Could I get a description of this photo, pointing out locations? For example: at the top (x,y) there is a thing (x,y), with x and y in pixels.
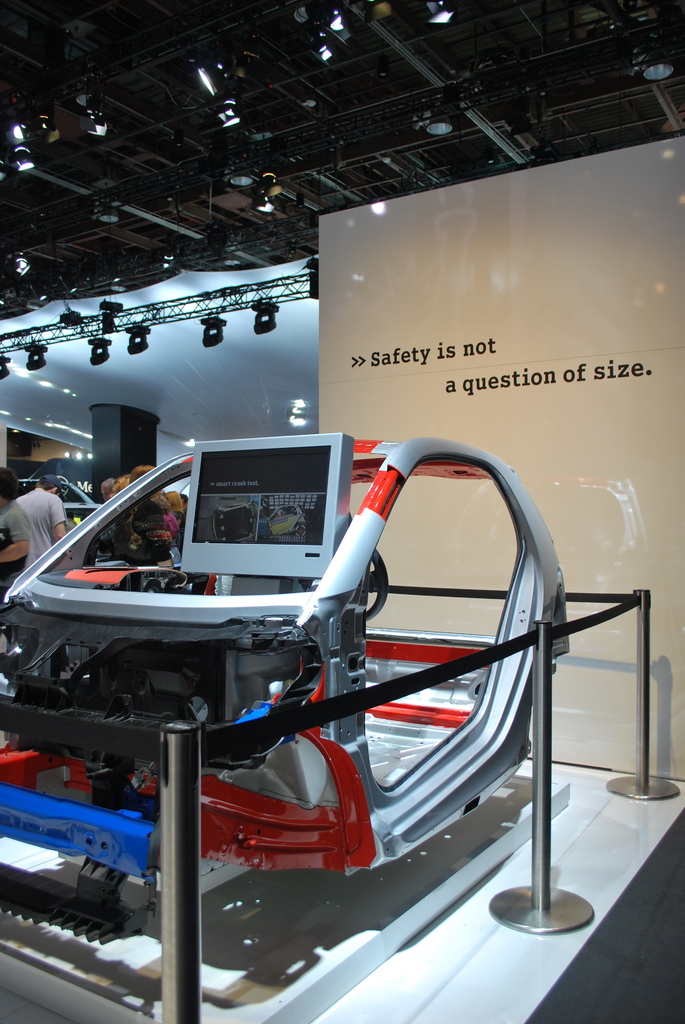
In the center of the image (247,600) we can see a screen (320,560) and a metal frame (351,750) placed on the surface (316,902). In the foreground (161,754) we can see the poles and ribbons (292,721). On the left side of the image (157,518) we can see group of people (157,518) standing, some lights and a metal frame (70,339). In the background (580,347), we can see a pillar (146,450) and a wall (503,353) with some text (486,344).
